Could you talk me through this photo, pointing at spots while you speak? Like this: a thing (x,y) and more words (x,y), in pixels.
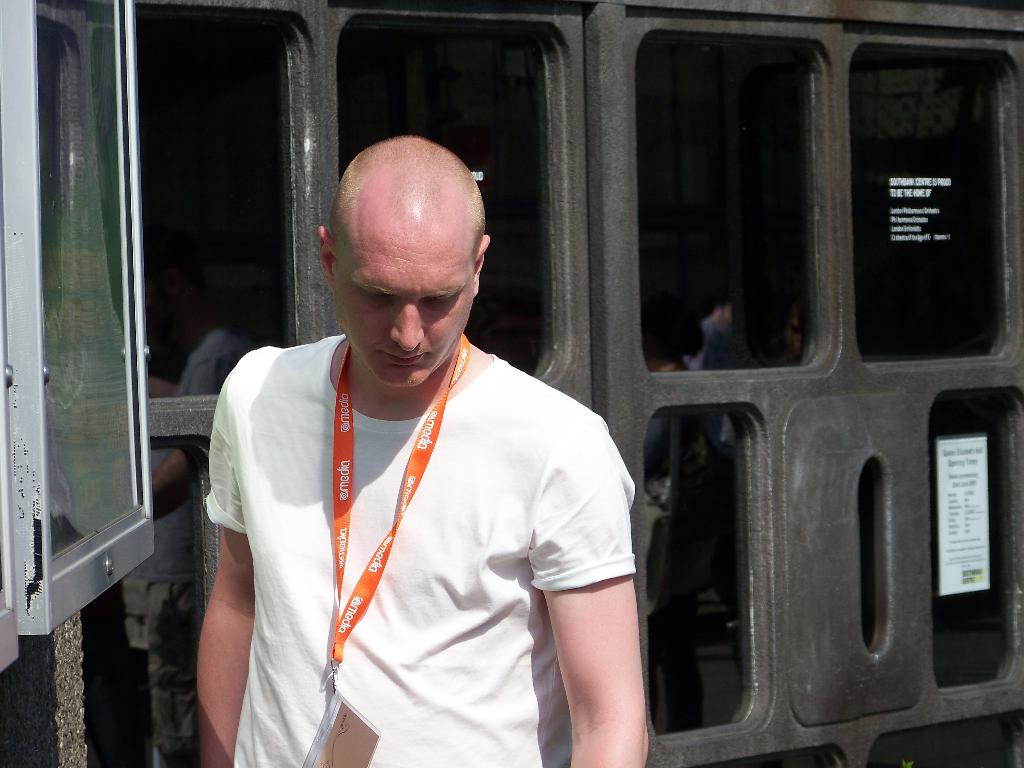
In this image, in the middle (410,300), we can see a man (364,243) wearing a white color shirt (527,420) and the man (468,420) is also having an identity card (324,761) to his neck (451,363). In the background (294,44), we can see a window (929,187). On the right side of the window (962,206), we can see some posters (967,474) attached to it. On the left side (127,80), we can also see a glass window (57,492).
